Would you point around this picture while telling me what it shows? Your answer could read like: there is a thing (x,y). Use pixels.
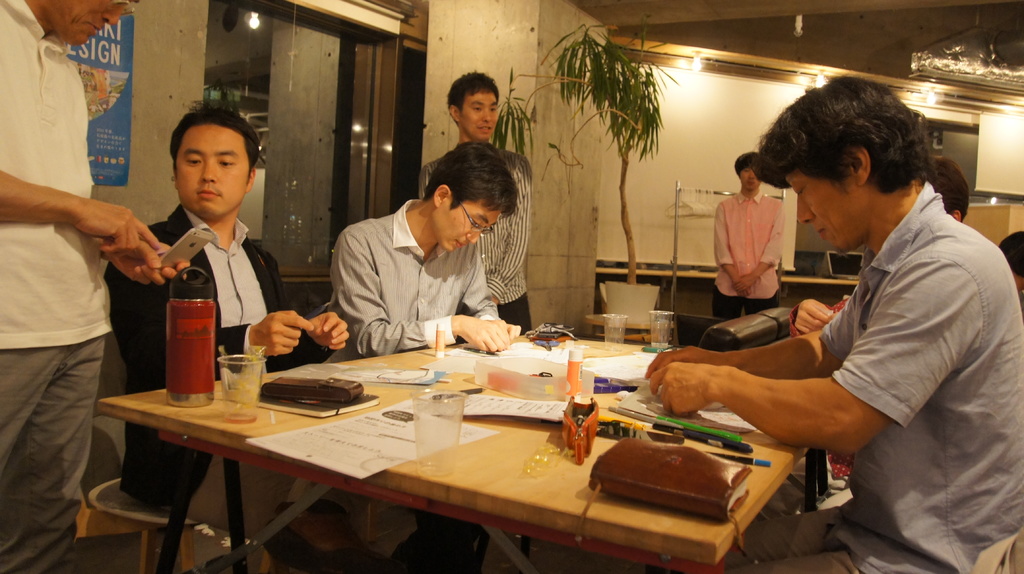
This image is clicked in a room (437,375). There is a plant (617,79) in the background (587,60), There is a table (573,487) in the middle (586,343). On the table (495,437) there is a paper (462,428), glass (452,417), box (544,384), fevi stick (574,373), pens (723,458), books (637,448), water bottle (174,323). And there are three person (987,409) sitting around the table (219,425) two or three are standing. There are lights (932,96) on the top right corner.
